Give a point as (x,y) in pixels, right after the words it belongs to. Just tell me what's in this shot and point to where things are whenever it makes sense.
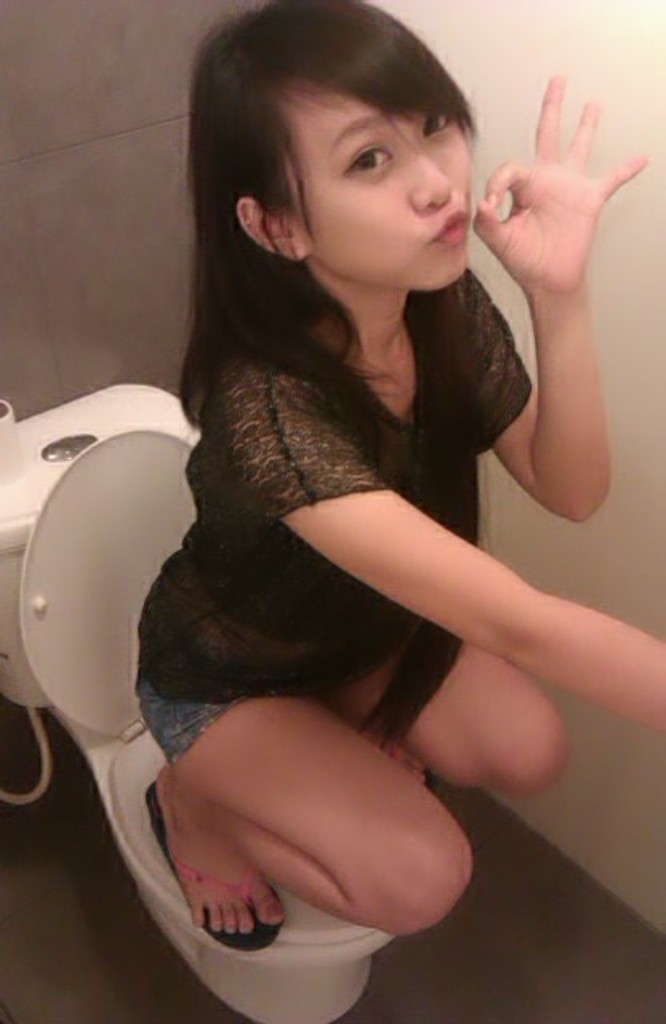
In this image we can see a woman (348,530) wearing black dress (153,642) is sitting on the commode (95,715) in squat position. In the background (27,500), we can see flush tank (152,405) and the wall (95,181).
